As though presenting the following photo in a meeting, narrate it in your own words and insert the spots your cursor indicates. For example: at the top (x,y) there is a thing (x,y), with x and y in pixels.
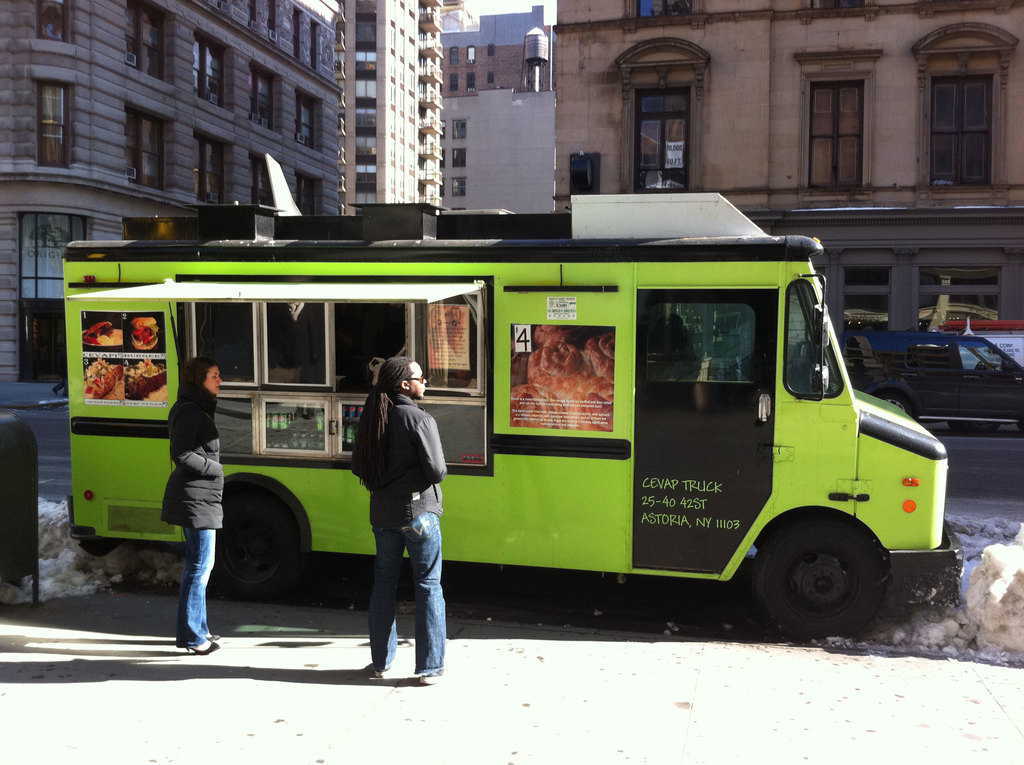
In this image in the front there are persons (193,496) standing. In the center (465,504) there are vehicles (777,364). In the background (683,105) there are buildings (441,112). On the left side (31,494) there is a stand (20,484) which is black in colour and on the ground (120,565) there is snow (939,613). In the center (642,381) there is a van (626,439), which is green in colour with some text (577,415) and images (587,389) on it.
